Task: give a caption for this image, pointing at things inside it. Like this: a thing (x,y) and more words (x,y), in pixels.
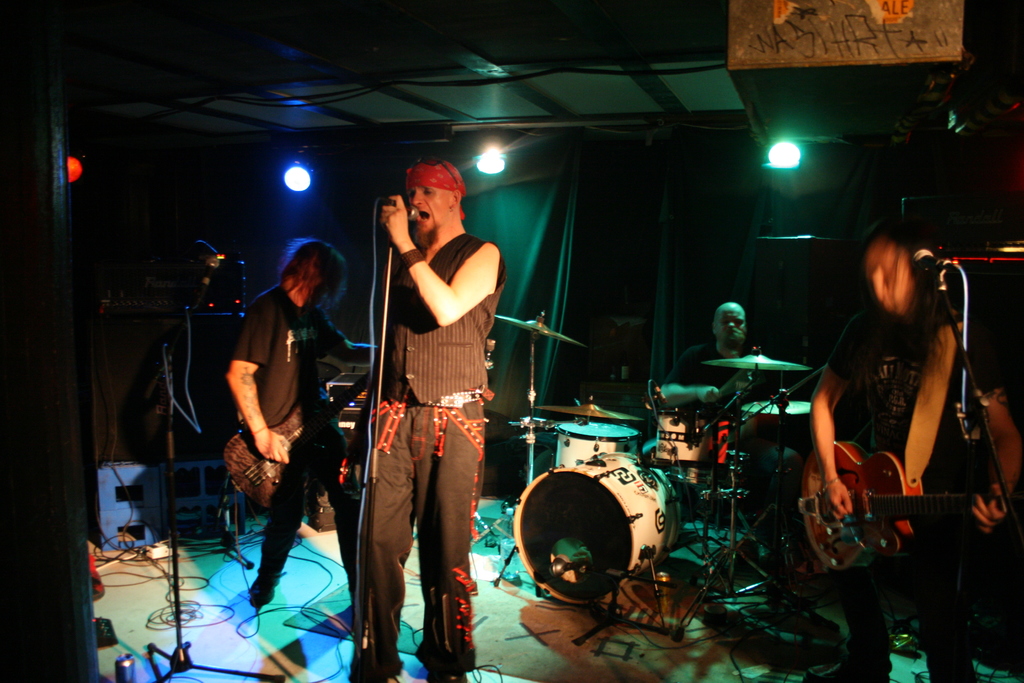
On the background of the picture (639,163) we can see curtains (664,216) and lights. this is a ceiling (455,56). Here we can see three persons (903,426) standing. These two are playing guitars (892,484) and the man (384,632) in the middle (494,249) is singing in front of a mike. We can see one man (737,323) sitting and playing drums (758,408).
